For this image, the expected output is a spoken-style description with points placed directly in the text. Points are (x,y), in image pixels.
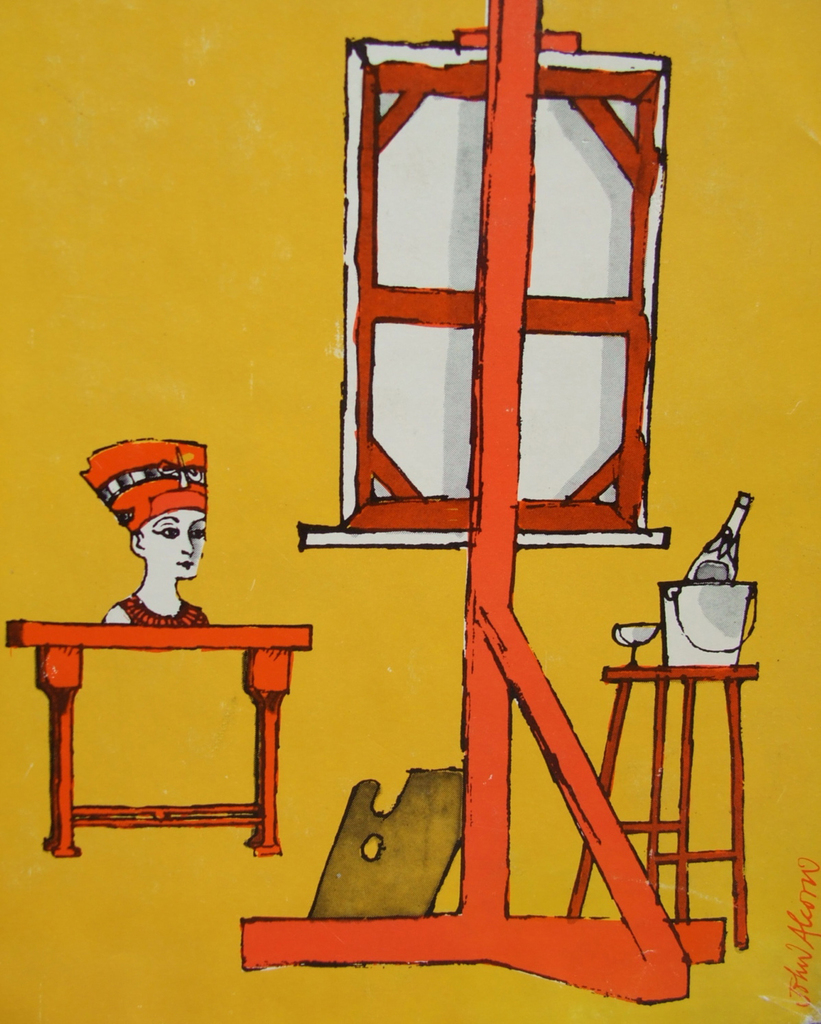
This image consists of an art of a few images. In this image the background (166,773) is yellow. On the right side of the image (686,596) there is a bucket (664,605), a bottle (714,551) and a glass (630,642) on the stool (735,739). There is a board (423,86) and there is a sculpture (148,509).
